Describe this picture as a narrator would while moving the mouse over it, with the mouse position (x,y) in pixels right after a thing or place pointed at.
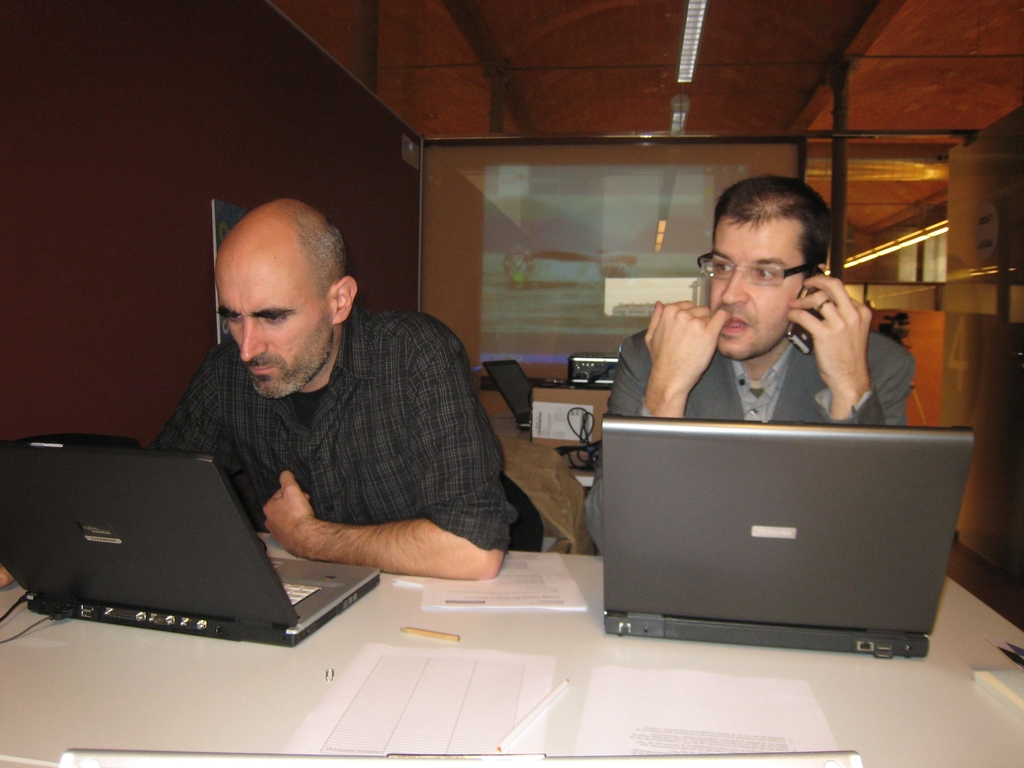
In this picture we can see two men (347,289) where a man (725,215) wore a spectacle (766,266) and holding a mobile (796,330) with his hand (860,325) and in front of them we can see laptops (187,579), papers (510,595), pens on the table (527,643) and at the back of them we can see a poster (217,212) on the wall (122,263), box (589,399), laptop (522,403), wires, lights (893,242) and some objects (708,234).
